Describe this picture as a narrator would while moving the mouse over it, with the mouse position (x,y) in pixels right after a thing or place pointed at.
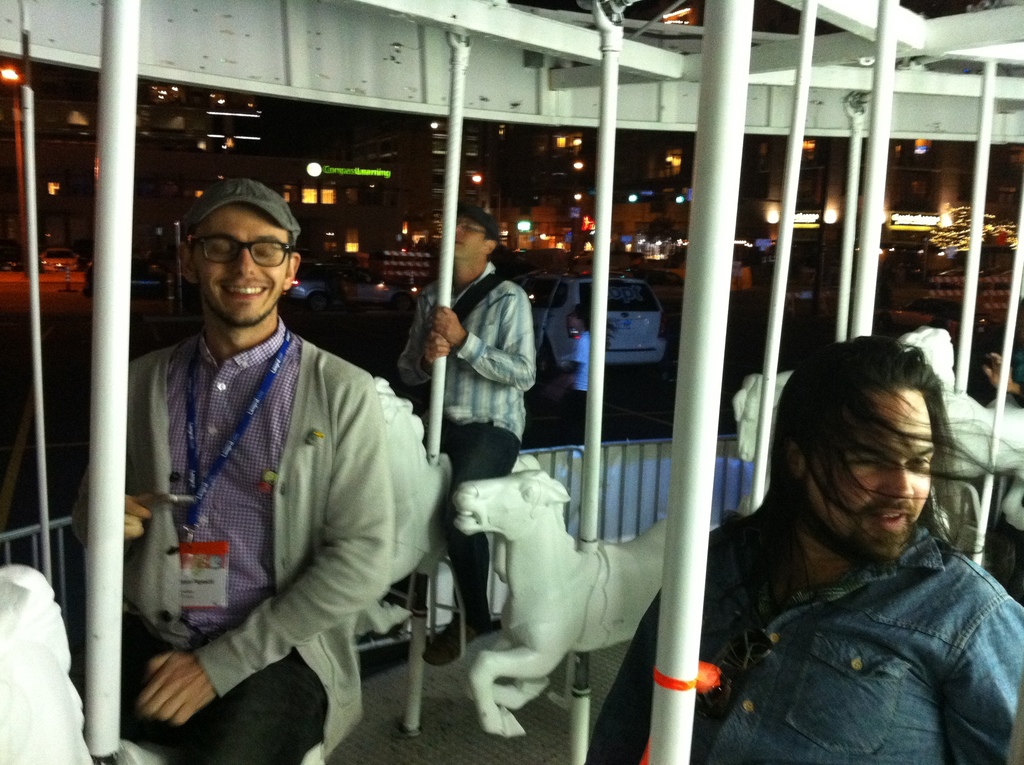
In the picture some people (305,457) are taking the carousel ride (397,439) with horses (557,536) and behind them there is a vehicle (571,297) and around the vehicle (615,299) there are many other buildings (651,239), the image is captured in the night time so the buildings (353,164) are very bright with the lights (669,163).
